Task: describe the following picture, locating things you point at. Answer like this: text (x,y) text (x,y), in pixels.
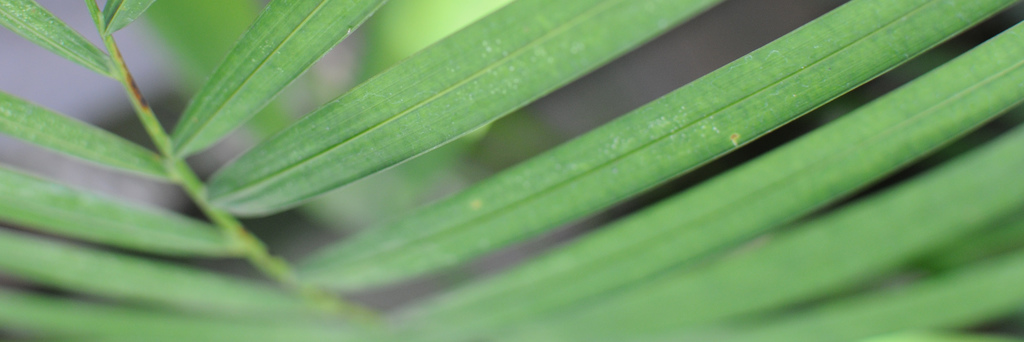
In this image, we can see leaves (385,133) on the blur background.
